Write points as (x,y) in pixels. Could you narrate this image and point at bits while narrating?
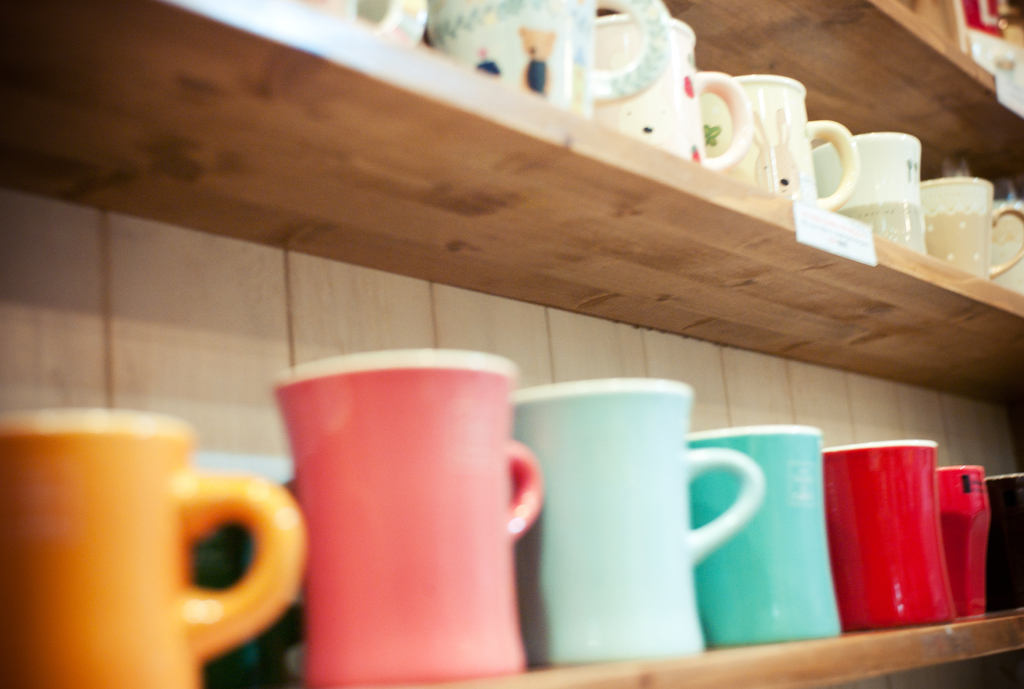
In this image there is a rack (637,304) and we can see mugs (628,446) placed in the rack (868,267).
